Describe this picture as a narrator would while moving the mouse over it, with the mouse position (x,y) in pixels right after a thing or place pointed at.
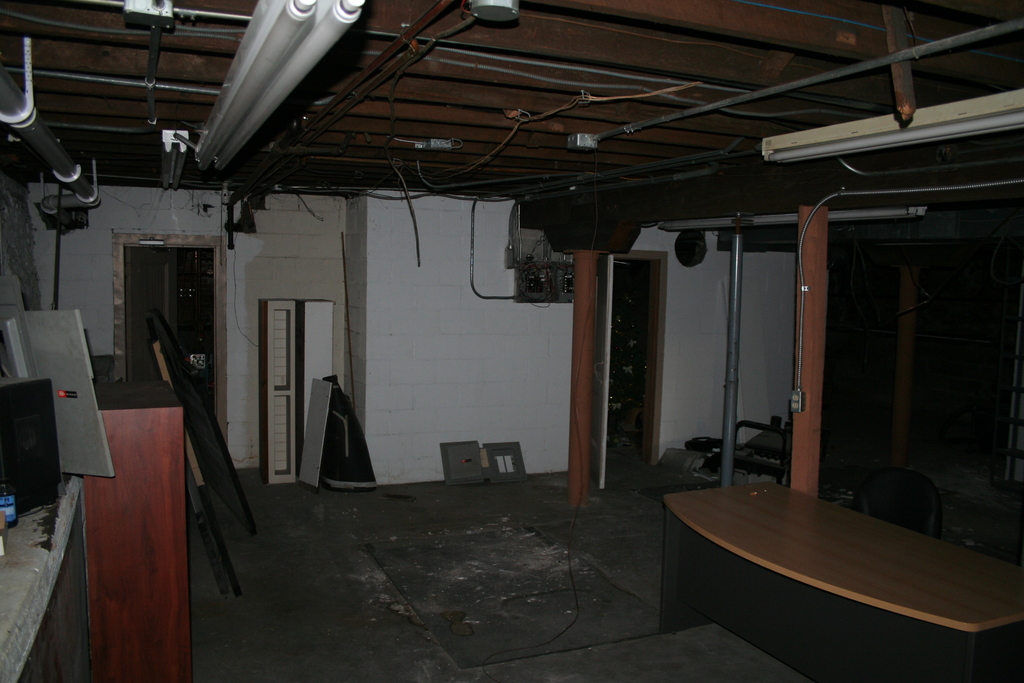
I can see a wooden table (882,575) and a chair (879,482). This looks like a wooden rack (184,545) and few objects (95,443) are placed here. I think these are the wooden doors (165,295). These are the pillars (814,458). I can see the tube lights (282,60) attached to the roof (504,28). This looks like a current meter (550,282), which is attached to the wall (495,250).
